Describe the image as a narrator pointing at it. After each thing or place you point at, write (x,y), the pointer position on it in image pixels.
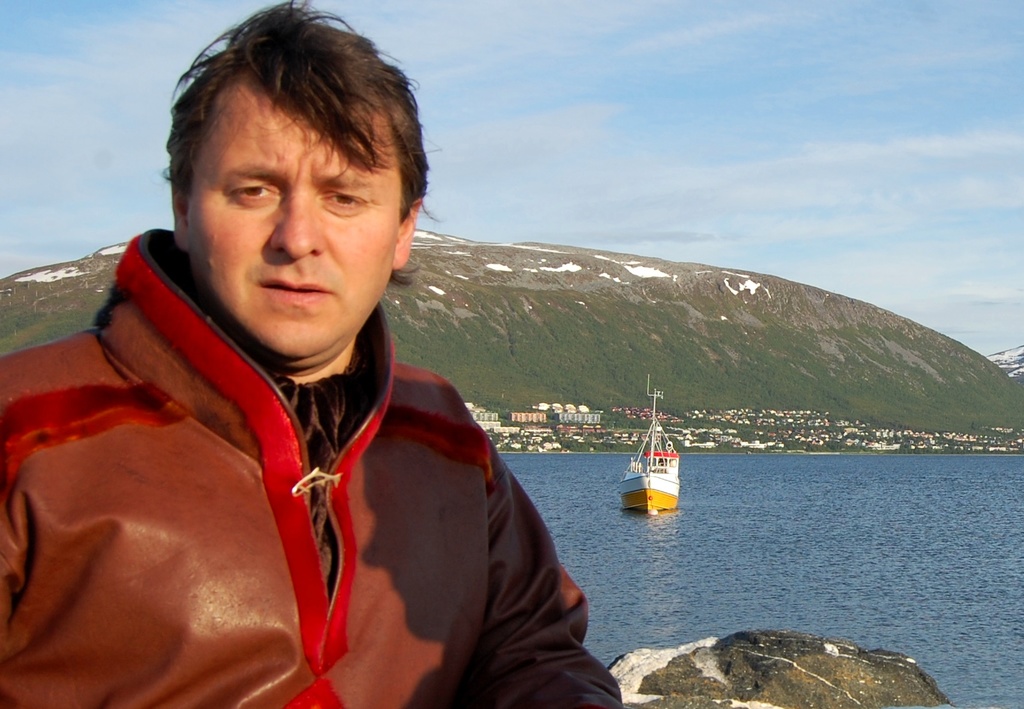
In this picture we can see a man (257,390) and at the back of him we can see a boat (633,477) on the water (745,550), rock (783,707), buildings (518,418), grass (656,360), mountain (540,261) and in the background (655,119) we can see the sky (763,130) with clouds (664,182).
